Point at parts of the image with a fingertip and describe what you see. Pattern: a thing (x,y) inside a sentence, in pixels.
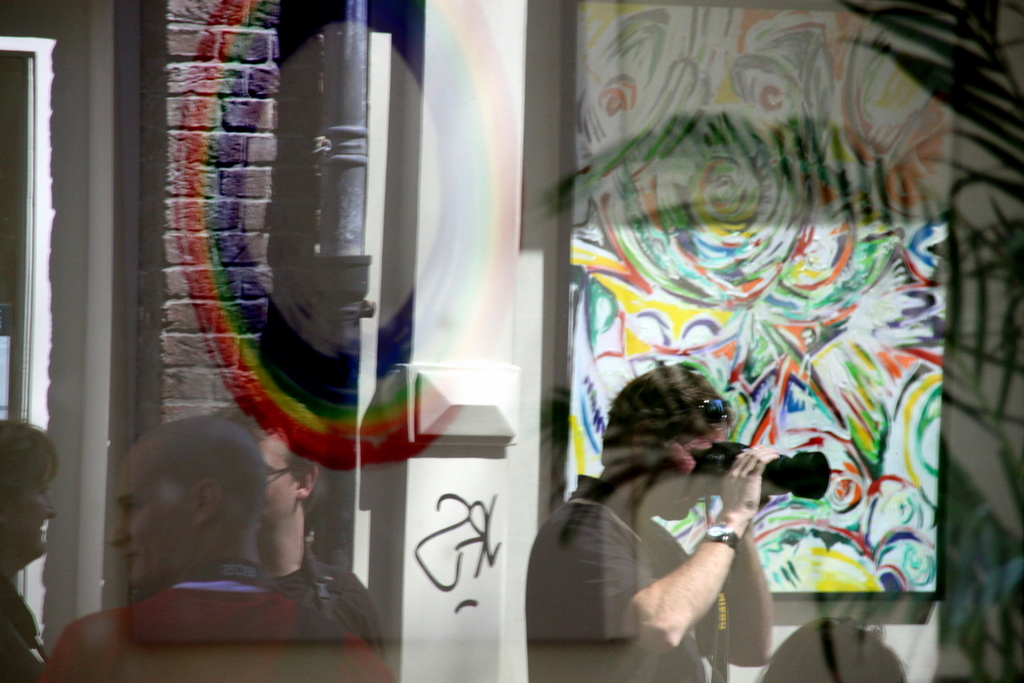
In the image there is a glass (562,111) with the reflection (204,469). To the left bottom of the glass (316,486) there are three people (223,581) standing. And behind them there is a brick pillar (250,31) with a pipe (357,194). And to the right of the mirror (721,606) there is a man (643,608) with black t-shirt (649,658) is standing and holding the camera (775,479) in the hands (732,493). Behind him there is a painting (715,245) to the wall (824,602).
